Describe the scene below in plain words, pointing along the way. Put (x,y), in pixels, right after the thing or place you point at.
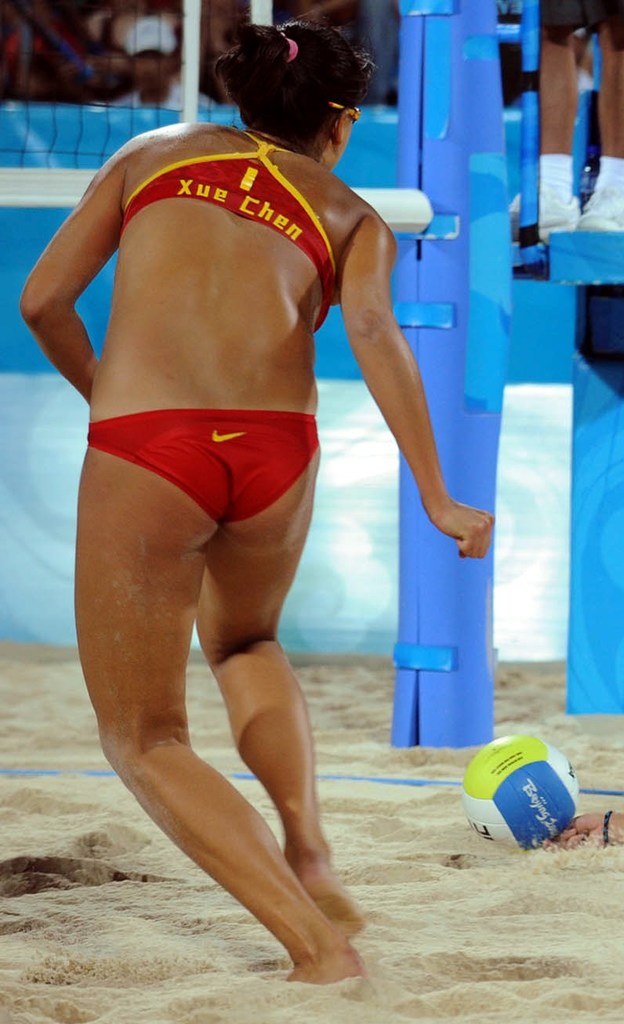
In this image, on the left (204,635) there is a woman (260,437), she is running. At the bottom (527,809) there is a ball (533,822), sand (546,921), person (605,827). In the background (29,67) there are people (617,181), net (115,80).
